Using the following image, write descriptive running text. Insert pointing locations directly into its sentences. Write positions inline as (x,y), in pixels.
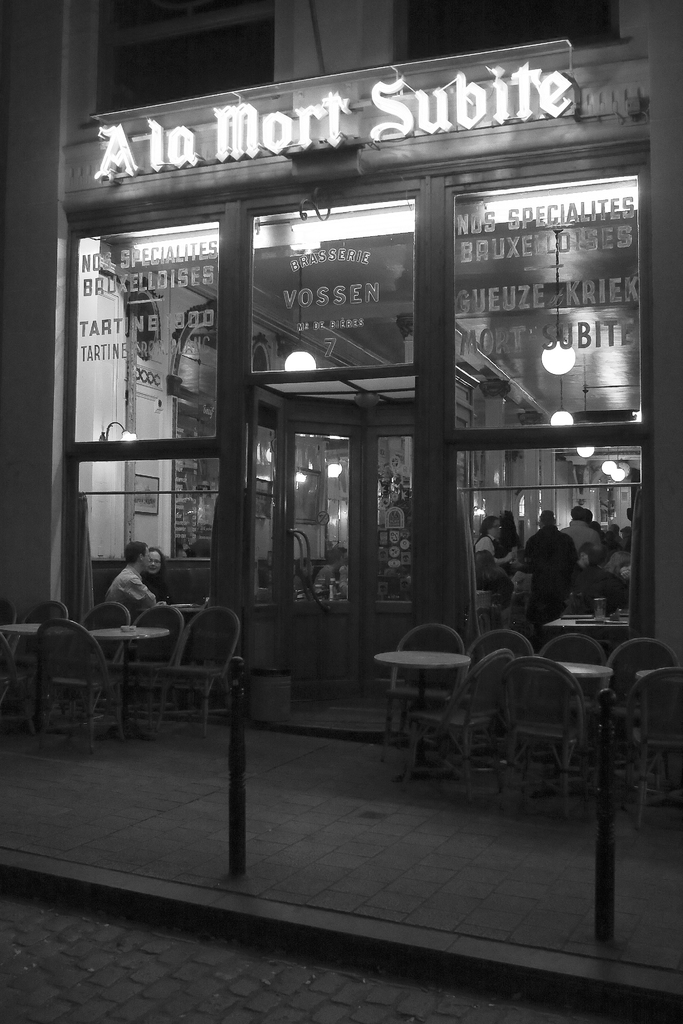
This is a black and white picture. This is a store (379,523). here we can see few persons (497,575) in a store (661,551). These are tables (393,653) and chairs (537,693). This is a road (357,986).
